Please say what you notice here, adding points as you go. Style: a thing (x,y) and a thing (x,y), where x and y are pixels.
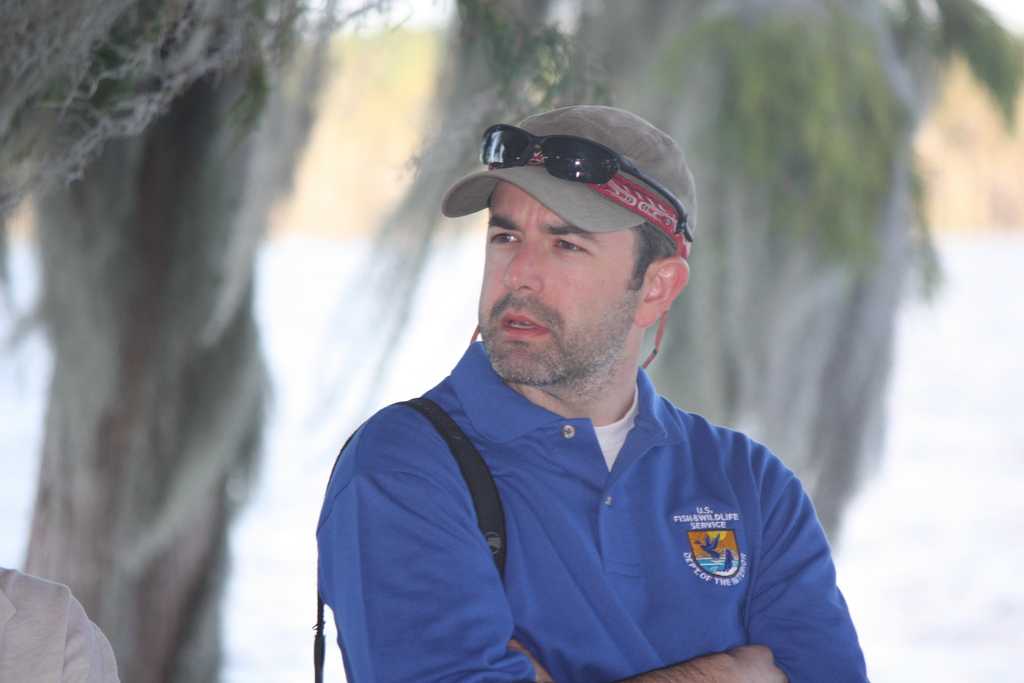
In this image there is a man (575,501) he is wearing a blue color T-shirt (671,494) and gray color cap (487,173), in the background (312,49) it is blurred.
